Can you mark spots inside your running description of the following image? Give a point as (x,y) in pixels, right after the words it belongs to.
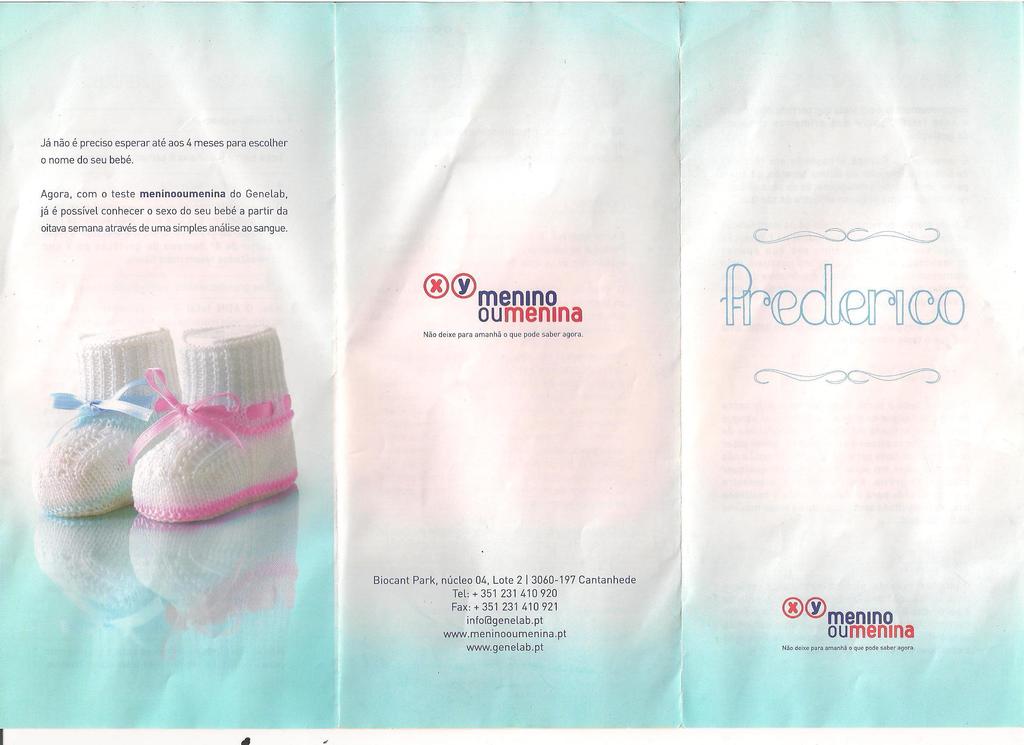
In the center of the image (479,380) we can see one poster (106,440). On the poster (106,440), we can see two colorful shoes (176,468) and some text (818,615).
